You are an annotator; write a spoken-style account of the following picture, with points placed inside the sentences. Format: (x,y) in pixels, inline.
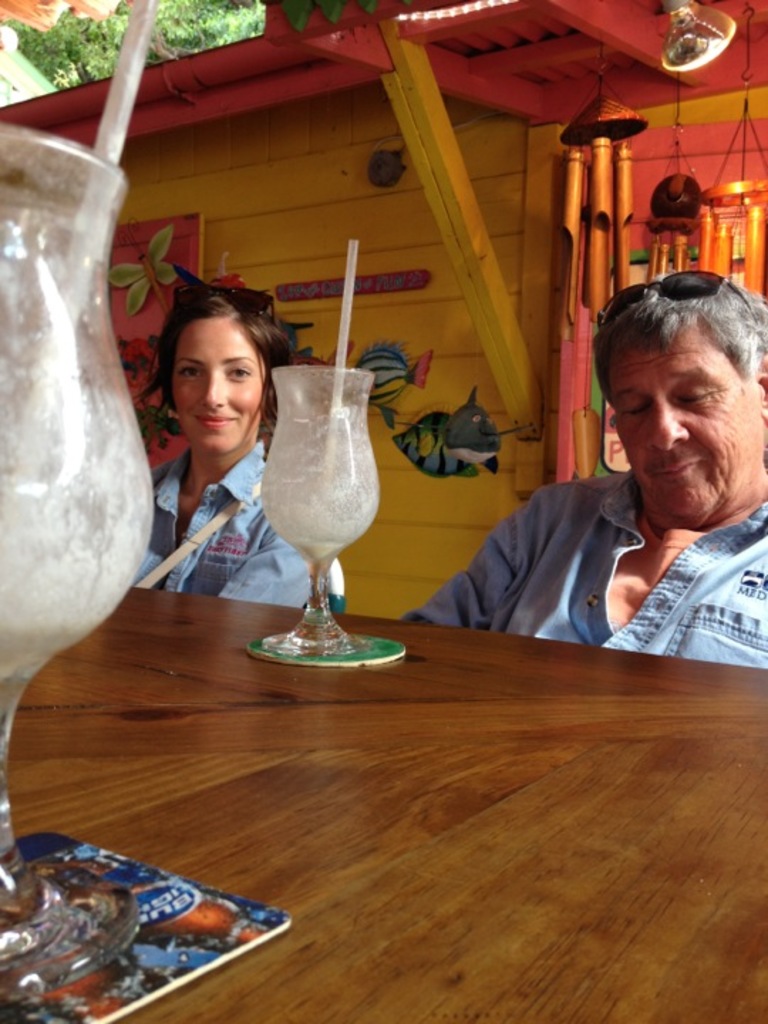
There is a person (594,523) wearing blue shirt (566,534) and goggles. A lady (228,502) wearing a blue shirt (224,480) is smiling. There is a table (381,891). On the table (260,880) there is coasters (241,915) and two glasses (331,450) with straw (349,313). In the background (348,167) there is a wall (500,146) with paintings (411,371).
